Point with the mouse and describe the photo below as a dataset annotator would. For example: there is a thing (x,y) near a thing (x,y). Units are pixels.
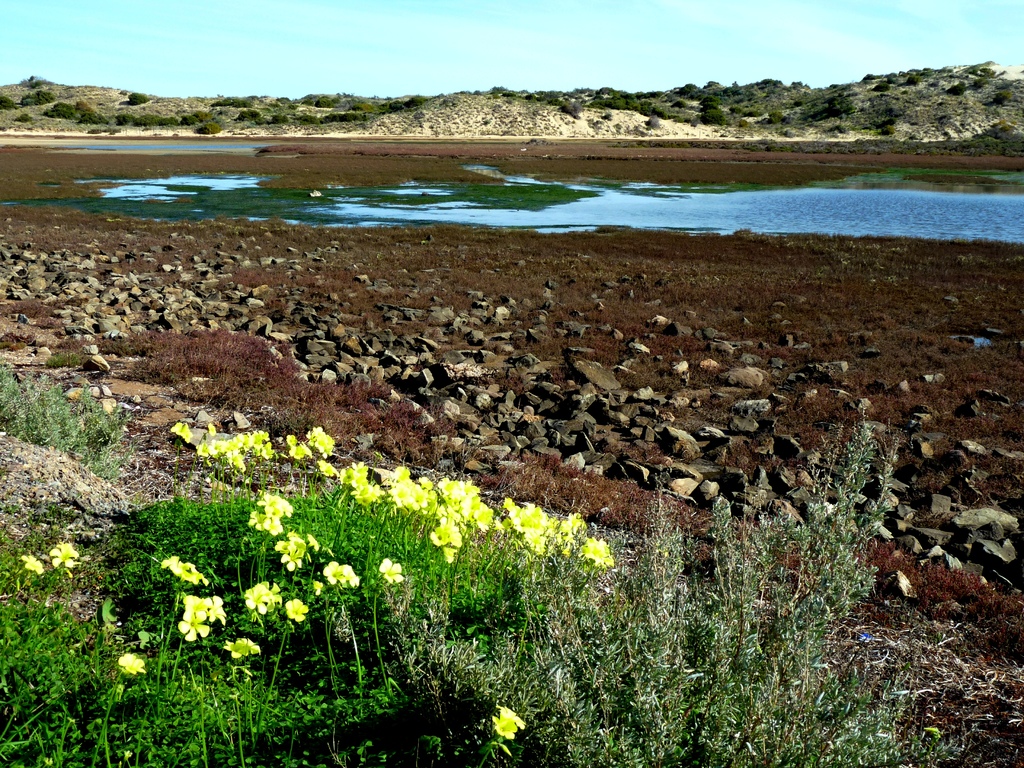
In front of the image there are plants (553,603) and flowers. There are rocks (603,417) and grass (676,288) on the surface (828,336). There is water (671,219). In the background of the image (88,119) there are trees (44,100). At the top of the image (390,92) there is sky (460,54).
